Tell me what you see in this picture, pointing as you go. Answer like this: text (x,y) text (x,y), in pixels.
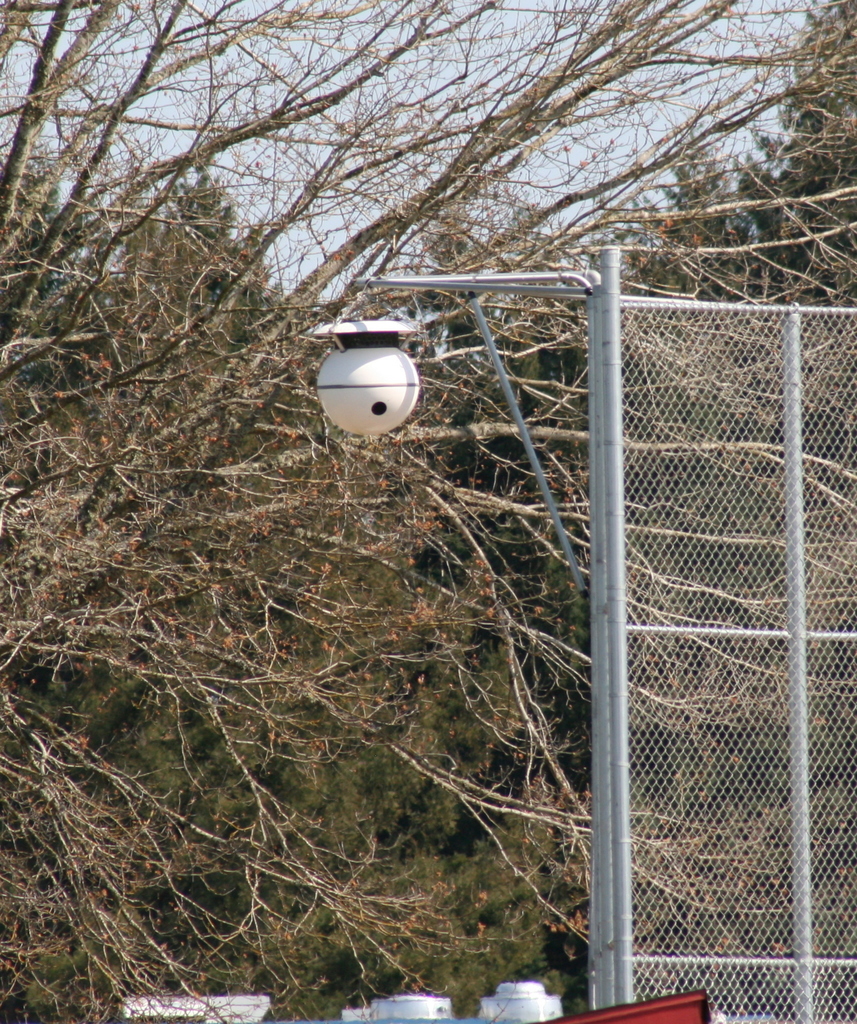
In this picture on the front (702,637) end we have a netted fencing (638,547) with a pole (604,472) to which we have a lamp post (351,339). In the background (281,525) we have trees (687,168).
